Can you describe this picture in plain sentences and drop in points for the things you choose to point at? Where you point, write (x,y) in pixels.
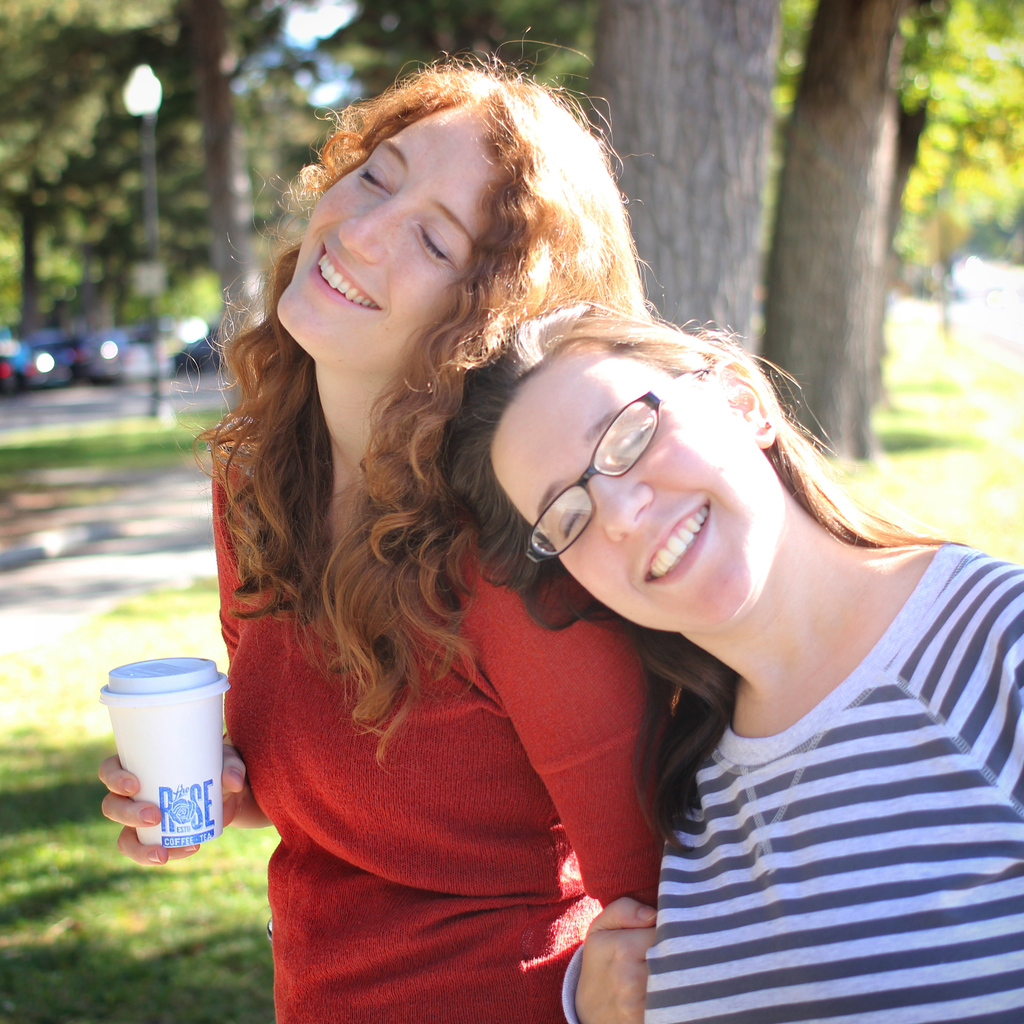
In this image there are two girls (342,698) standing together and smiling in which one of them is holding coffee cup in hand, also there are so many trees (58,176) at the back (23,176) behind them there are some cars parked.
